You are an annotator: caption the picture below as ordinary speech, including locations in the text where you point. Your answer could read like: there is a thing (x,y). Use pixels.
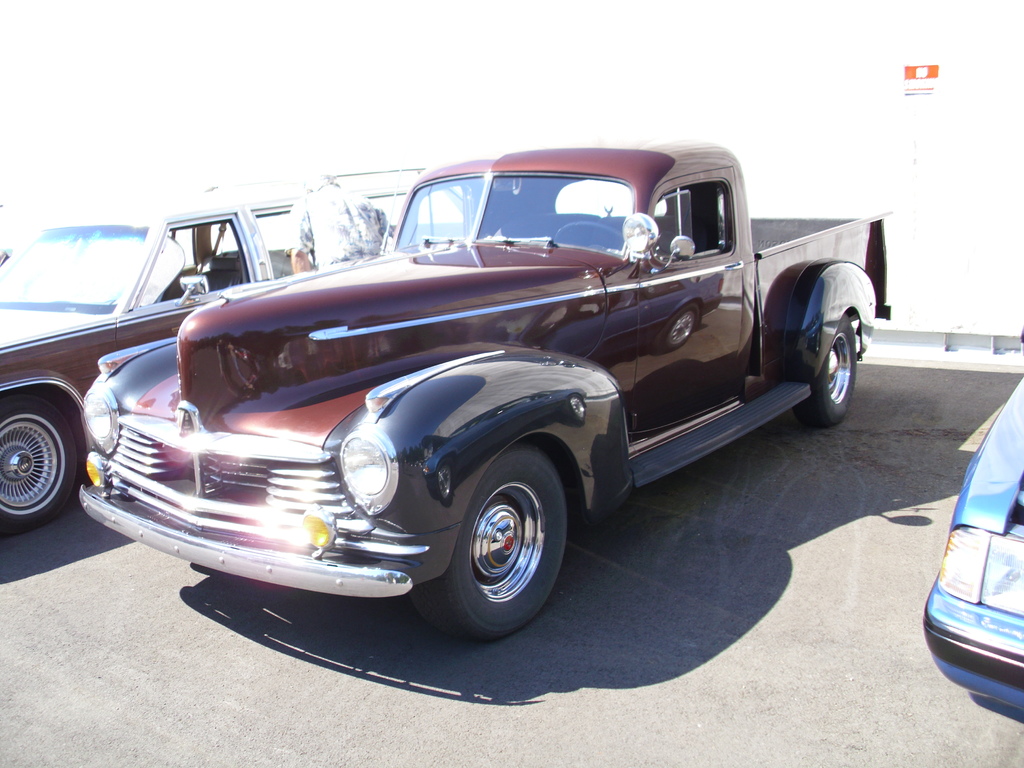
In the center of the image (392,273) there are cars (579,436) on the road (679,513). The background of the image (288,117) is not clear.
